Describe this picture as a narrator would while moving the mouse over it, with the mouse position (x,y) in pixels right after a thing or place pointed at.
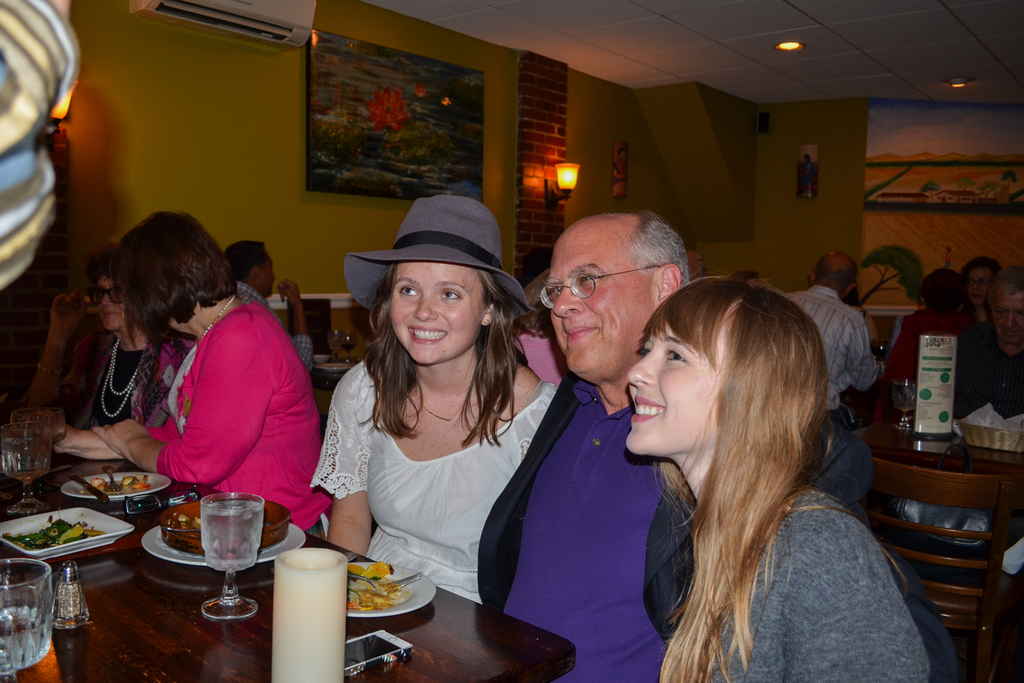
There are five persons (649,437) sitting in a row. Four of them are women (139,326) and other one is men (590,334). In front (224,603) them, there is a glass (229,552), plates (292,532), candle (291,627), mobile (369,659) and other items (77,577) on the table (153,638). In the background (374,119), there is poster (370,134) and air conditioner (208,20) on the wall (298,137), light (565,170), roof (716,77), photo frame (813,166) on the wall (808,207) and other person (977,371) sitting on the chairs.
